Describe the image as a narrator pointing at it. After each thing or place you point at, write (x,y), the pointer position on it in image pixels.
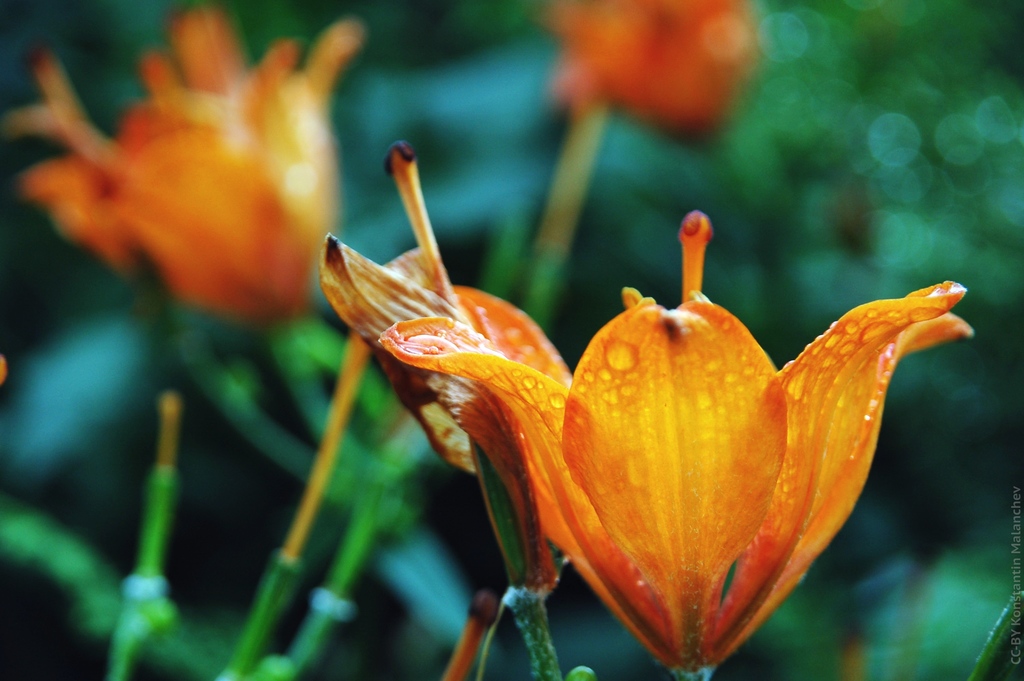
In this image we can see flowers (505,420). In the background (277,116) it is blur. And it is green.
